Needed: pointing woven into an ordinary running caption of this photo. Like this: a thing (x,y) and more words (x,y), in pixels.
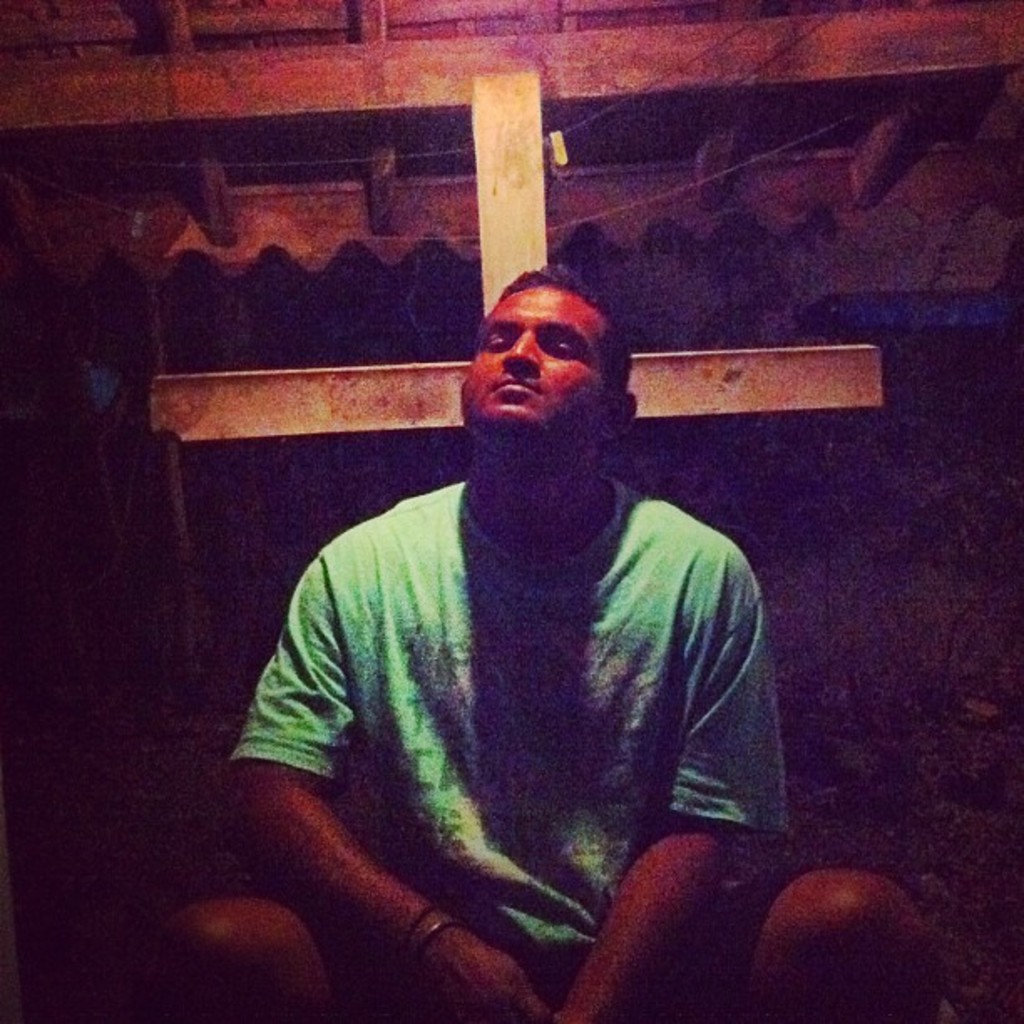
In this image there is a person (562,873) sitting under the roof (355,1) of a house (750,24).
